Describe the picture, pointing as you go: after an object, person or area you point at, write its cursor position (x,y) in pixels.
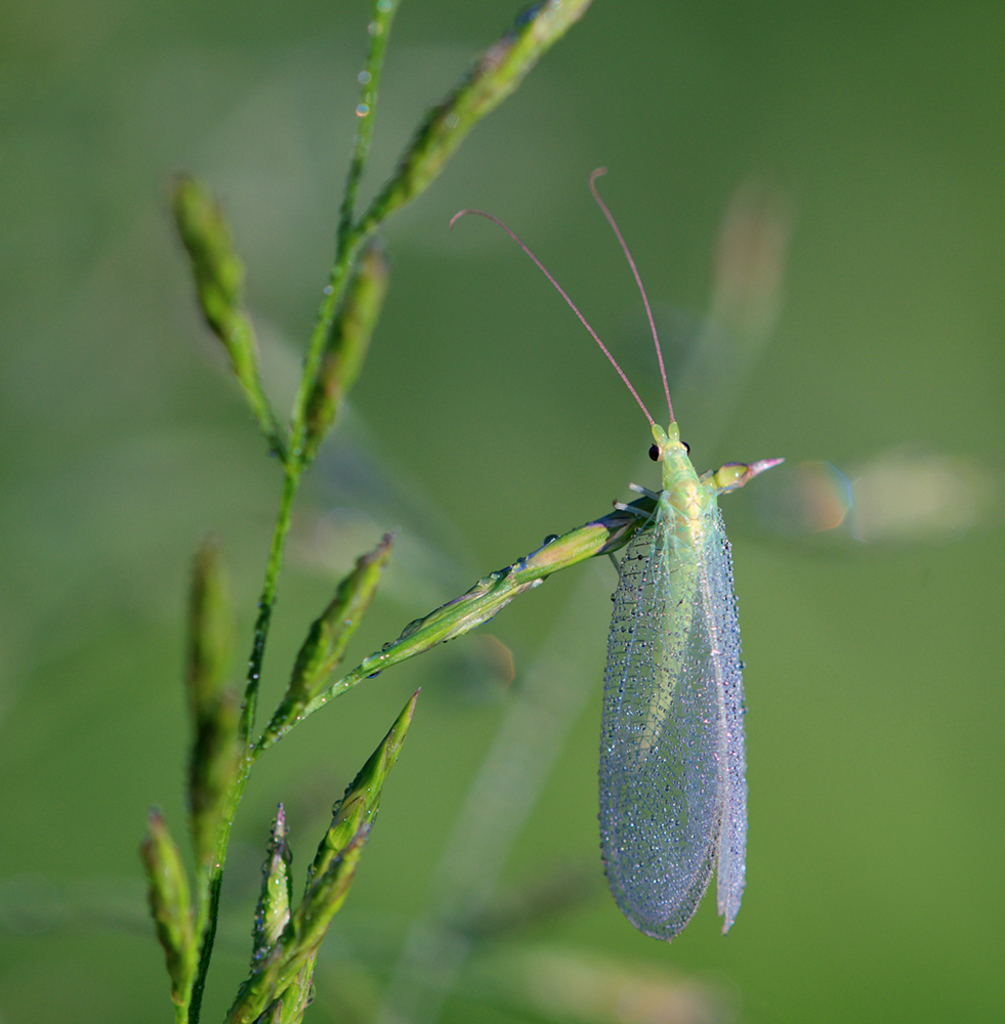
In the picture we can see a plant (330,660) with a green color insect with wings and antennas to it, and behind it, we can see many plants (590,438) which are not clearly visible.
